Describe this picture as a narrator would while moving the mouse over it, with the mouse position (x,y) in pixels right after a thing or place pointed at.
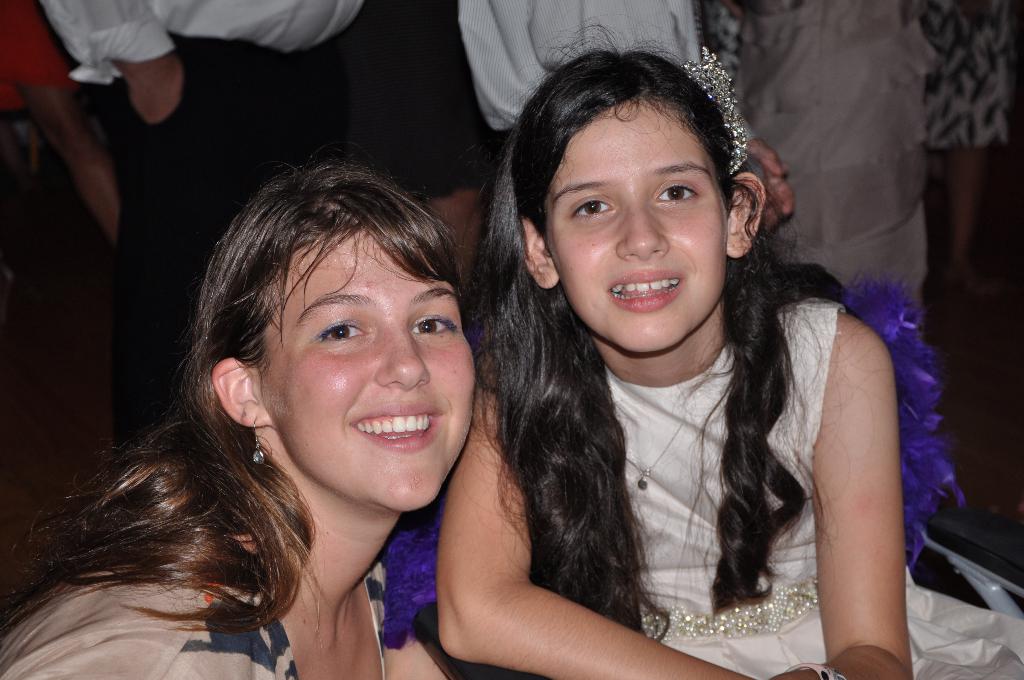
In this image we can see a lady (385,513) and a girl (715,367) smiling. In the background (1000,99) there are people (190,144) standing.
